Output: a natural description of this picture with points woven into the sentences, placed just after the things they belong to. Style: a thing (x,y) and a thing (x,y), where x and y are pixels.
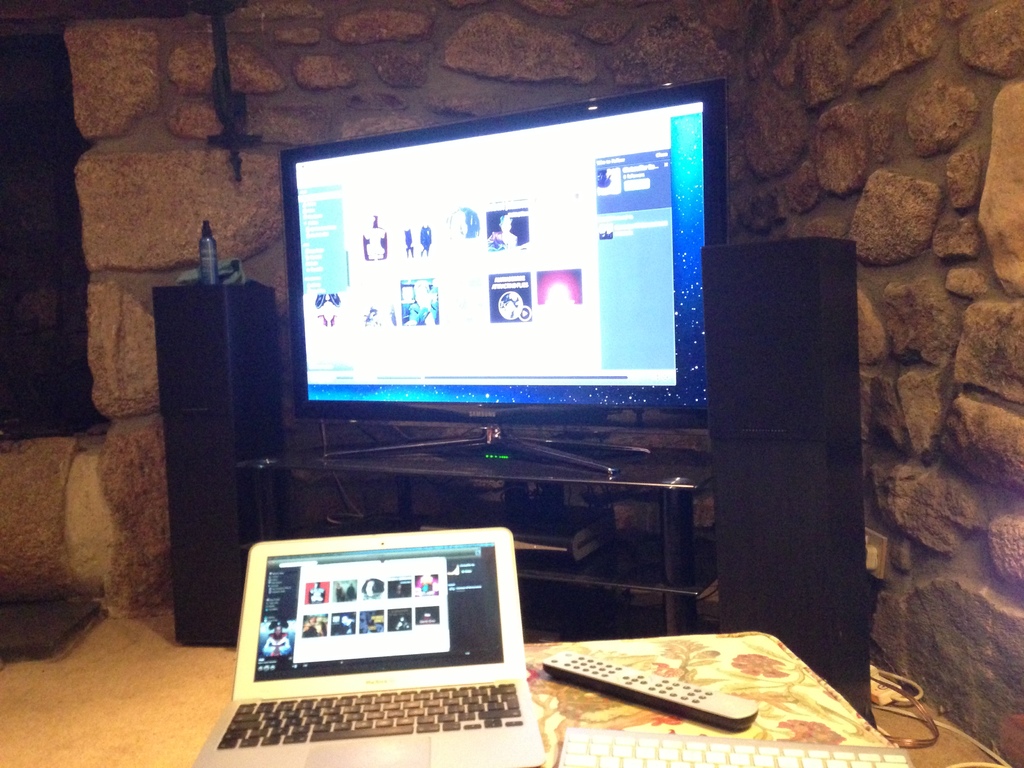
In this picture I can see a laptop (420,733), remote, keyboard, speakers (797,555), there is a television (487,407) on the table (341,434), and in the background (984,193) there is a wall (903,174).
